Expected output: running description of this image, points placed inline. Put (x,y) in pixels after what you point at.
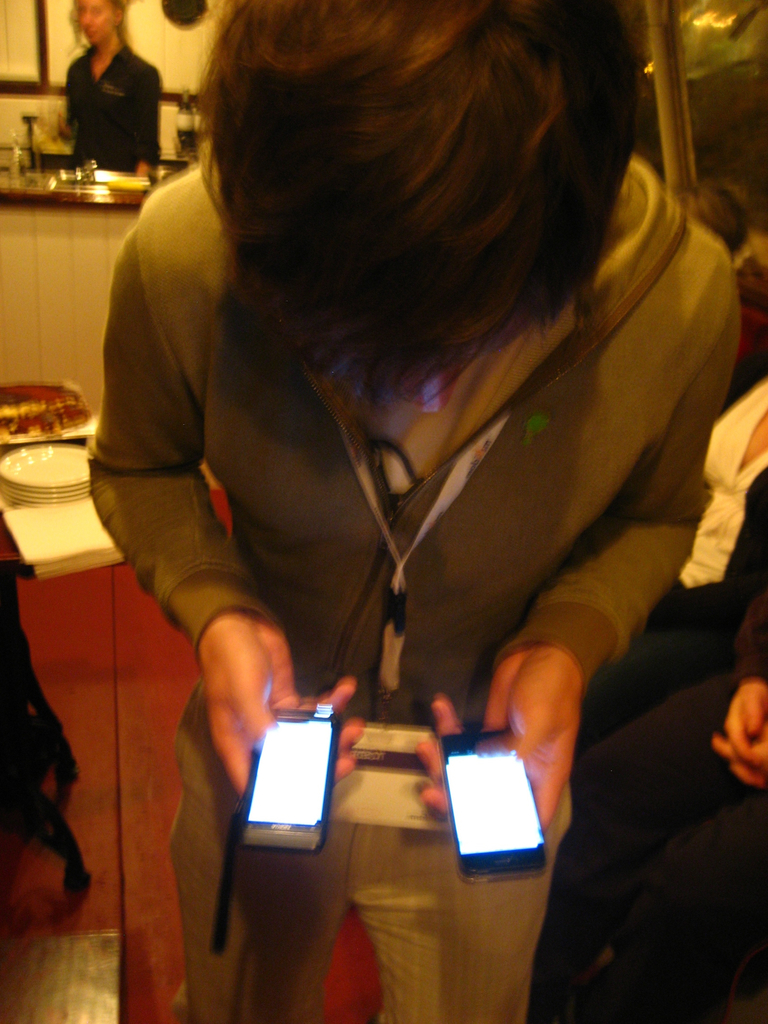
In the picture we can find a person (447,555) standing, holding two mobile phones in the background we can find a person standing near the desk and we can also find plates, trays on the desk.
